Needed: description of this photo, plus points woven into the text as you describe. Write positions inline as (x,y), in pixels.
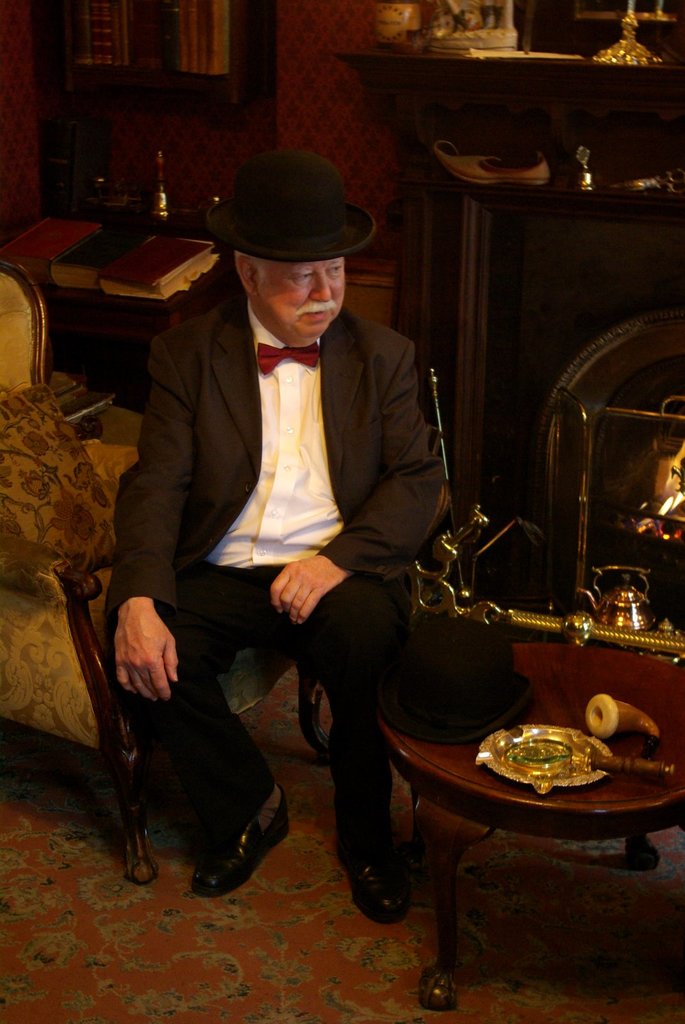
This picture shows a man (348,808) seated on a chair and he wore a hat (265,156) on his head (290,295) And he wore a black suit (263,623) And a black shoe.
